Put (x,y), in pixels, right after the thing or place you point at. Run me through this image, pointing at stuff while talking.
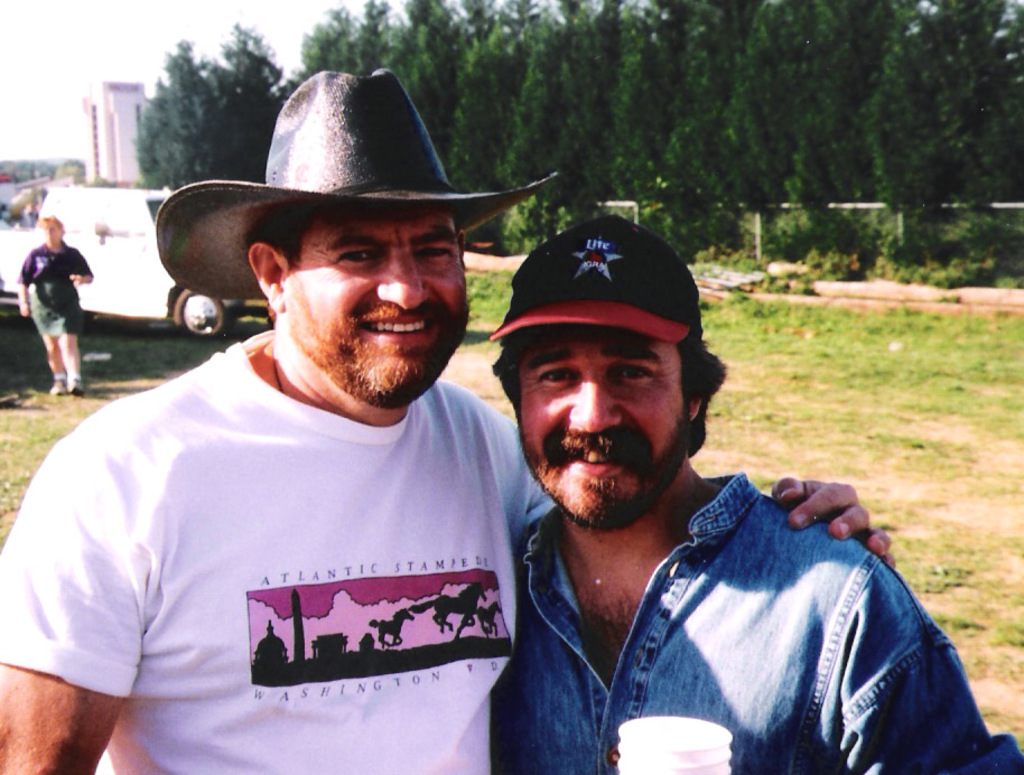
In this image I can see two people (560,588) standing and smiling, at the back (945,114) there is a vehicle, person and trees (961,125).
